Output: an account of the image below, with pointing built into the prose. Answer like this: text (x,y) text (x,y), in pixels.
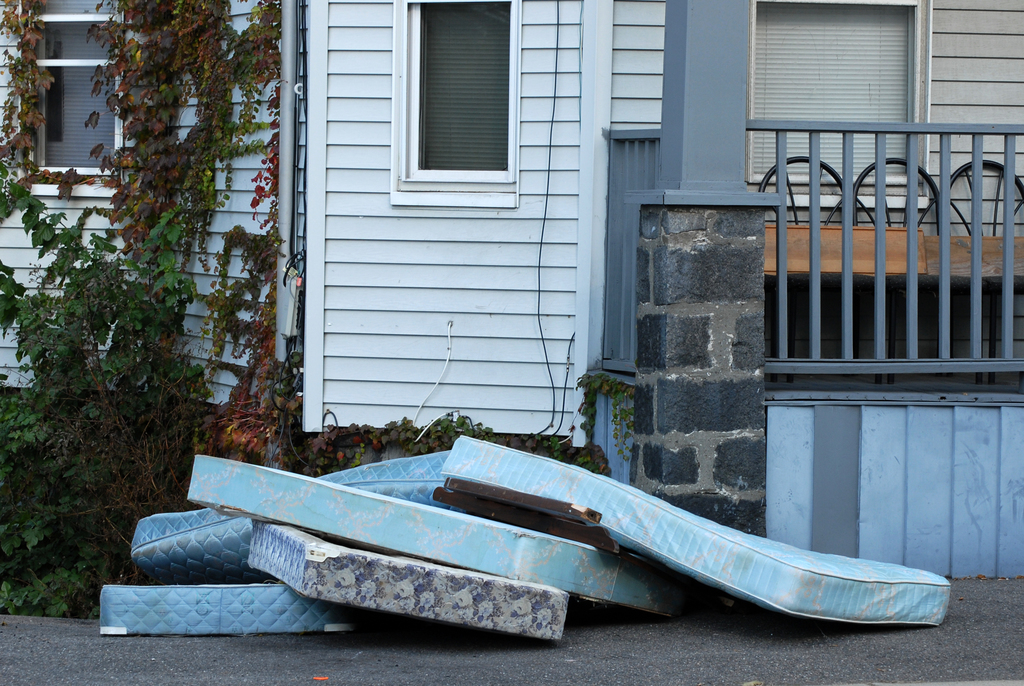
In this image we can see one building (407,264) with three windows (514,116) and three chairs (997,193) are there. One pipe (281,171) and some wires (302,337) are there. Some plants (130,274) are there. In front of the building (604,410) some objects (361,563) are there and one road (258,659) is there.
